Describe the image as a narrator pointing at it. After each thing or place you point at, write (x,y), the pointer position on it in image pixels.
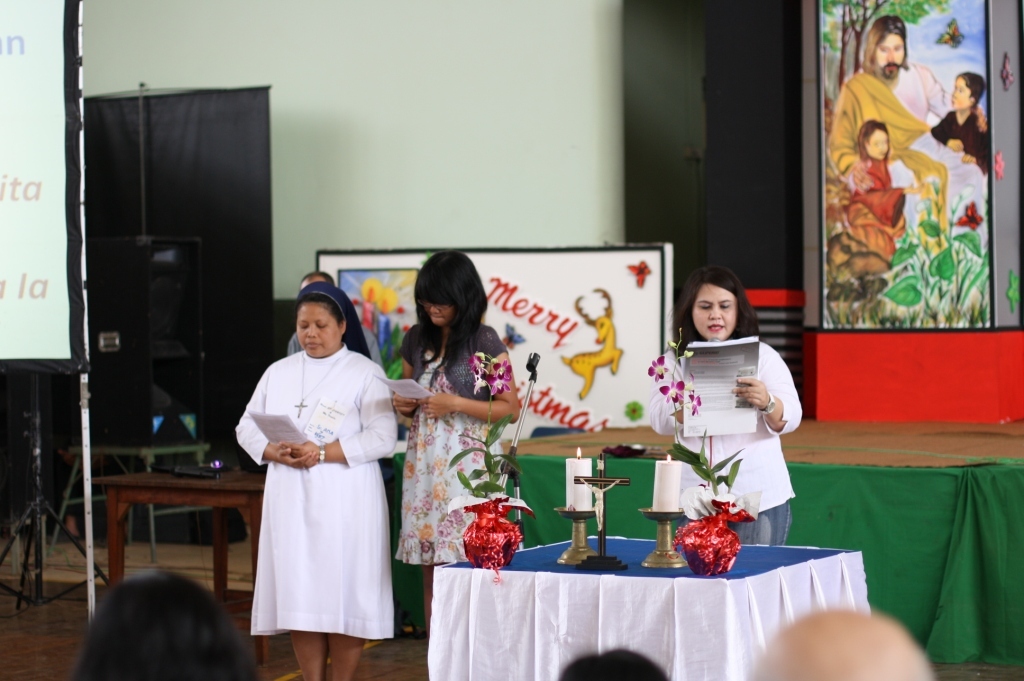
Here we can see 3 women (351,330) standing having papers (269,425) in their hands (440,413) and reading something and in front of them we can see a table (694,581) having candles (566,488) and plants (696,470) present and behind them we can see portraits (841,75) present here and there and in front of them we can see people (132,610).
